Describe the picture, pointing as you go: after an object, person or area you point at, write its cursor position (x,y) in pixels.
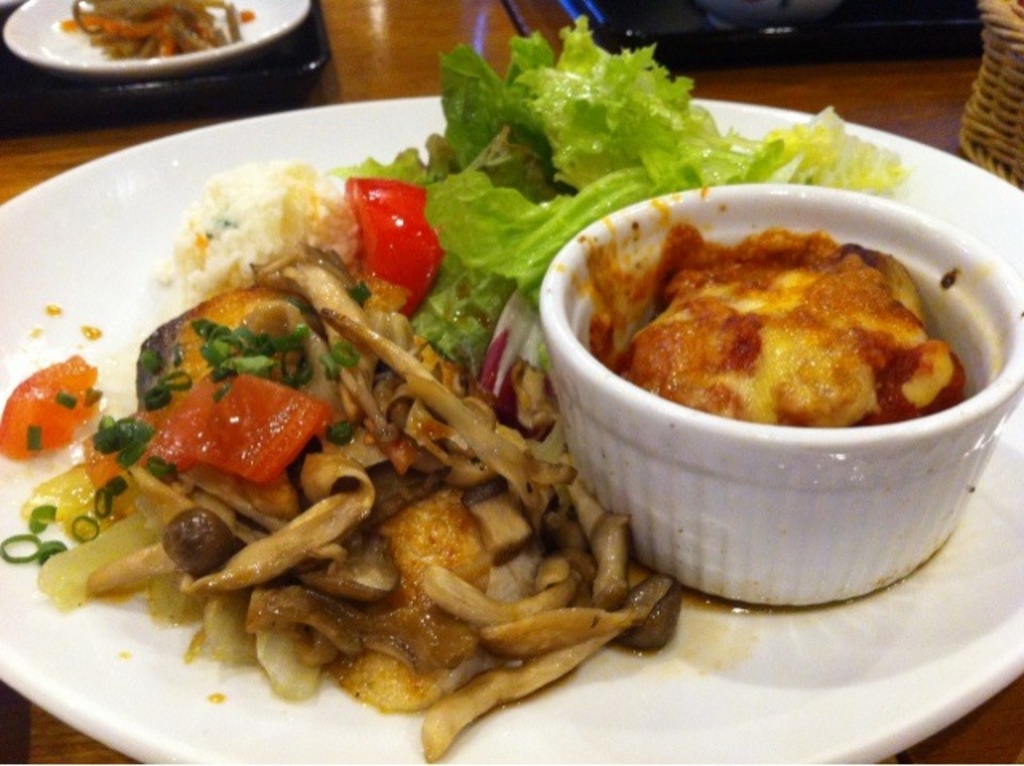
In the center of the image (615,419), we can see a bowl (642,444) and plate (816,677) containing food (336,290) and in the background (125,17), we can see some other food items (191,31) placed on the table (416,66).
